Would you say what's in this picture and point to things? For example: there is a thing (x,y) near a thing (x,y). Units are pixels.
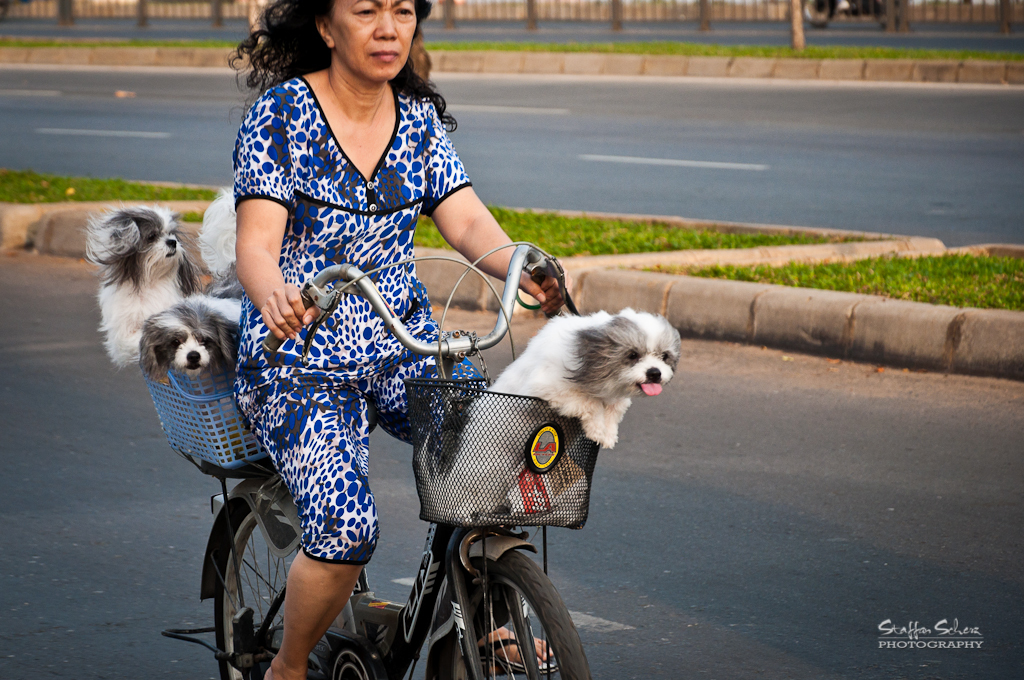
Woman (368,346) riding bicycle (476,590) with dogs (578,370), here there is grass (910,281) and the road (783,513).
